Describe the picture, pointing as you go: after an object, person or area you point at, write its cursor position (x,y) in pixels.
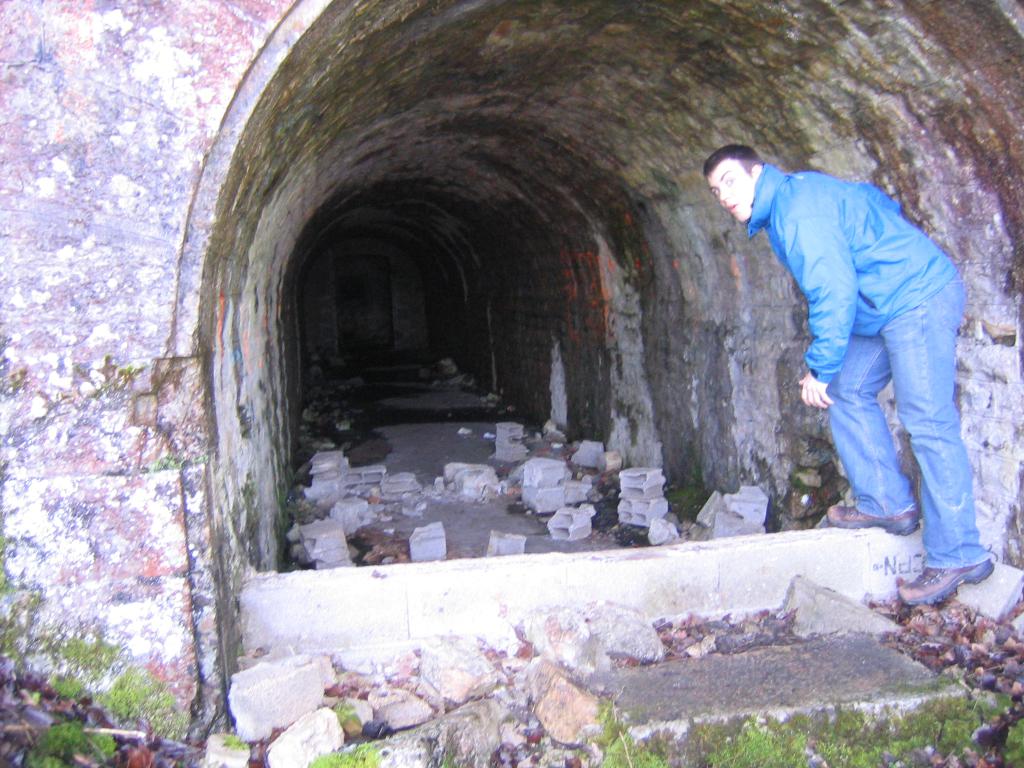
In this picture we can see a tunnel (838,457), man (955,555) wore a jacket (780,202), shoes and standing, stones (958,600) and grass (639,759) on the ground (396,375).
